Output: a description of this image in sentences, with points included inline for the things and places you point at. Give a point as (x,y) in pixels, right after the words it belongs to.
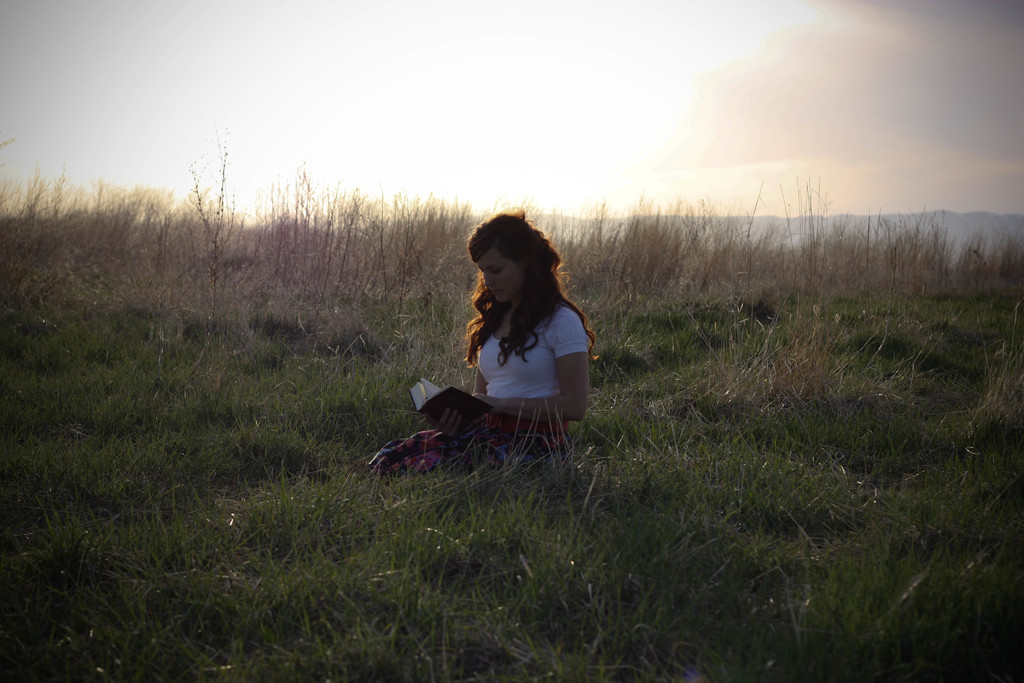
In the center of the image (480,437) we can see a girl (479,420) sitting on the grass (292,605) with book (454,397). At the bottom of the image (459,515) there is a grass (500,600). In the background (996,229) there is a sky (584,201) and hills (814,226).
